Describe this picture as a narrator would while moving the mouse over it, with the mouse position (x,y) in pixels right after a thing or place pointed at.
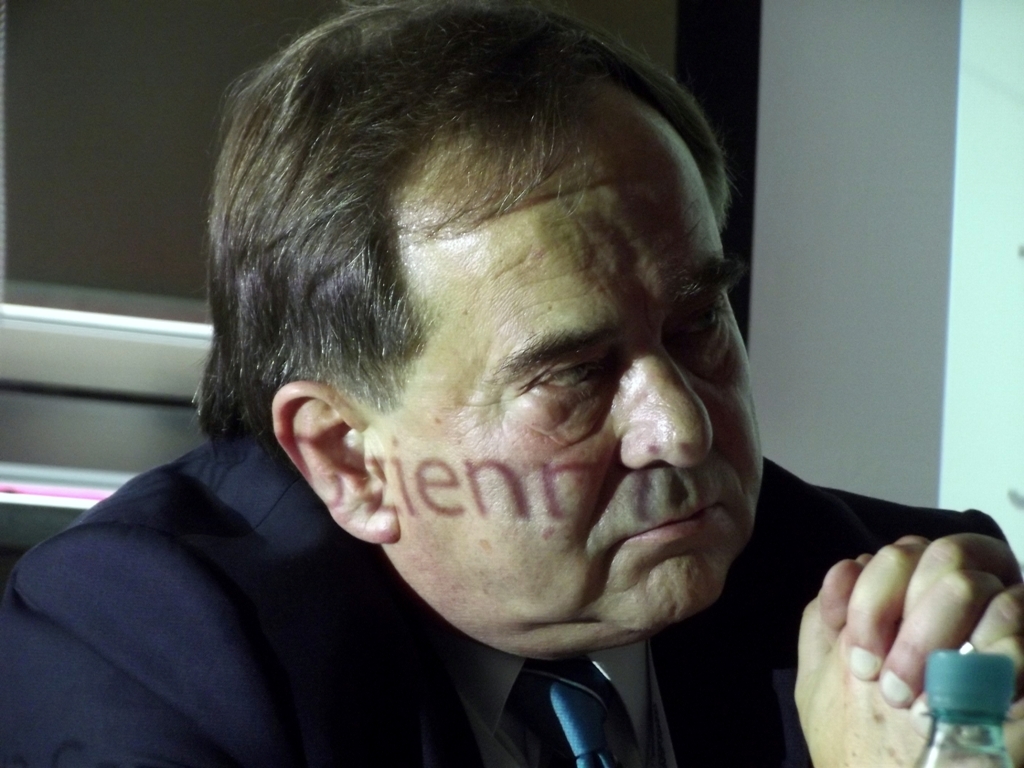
A man (324,89) is sitting at a table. He wears a suit (139,627) in blue color. There is a bottle (951,708) in front (998,679) him.
